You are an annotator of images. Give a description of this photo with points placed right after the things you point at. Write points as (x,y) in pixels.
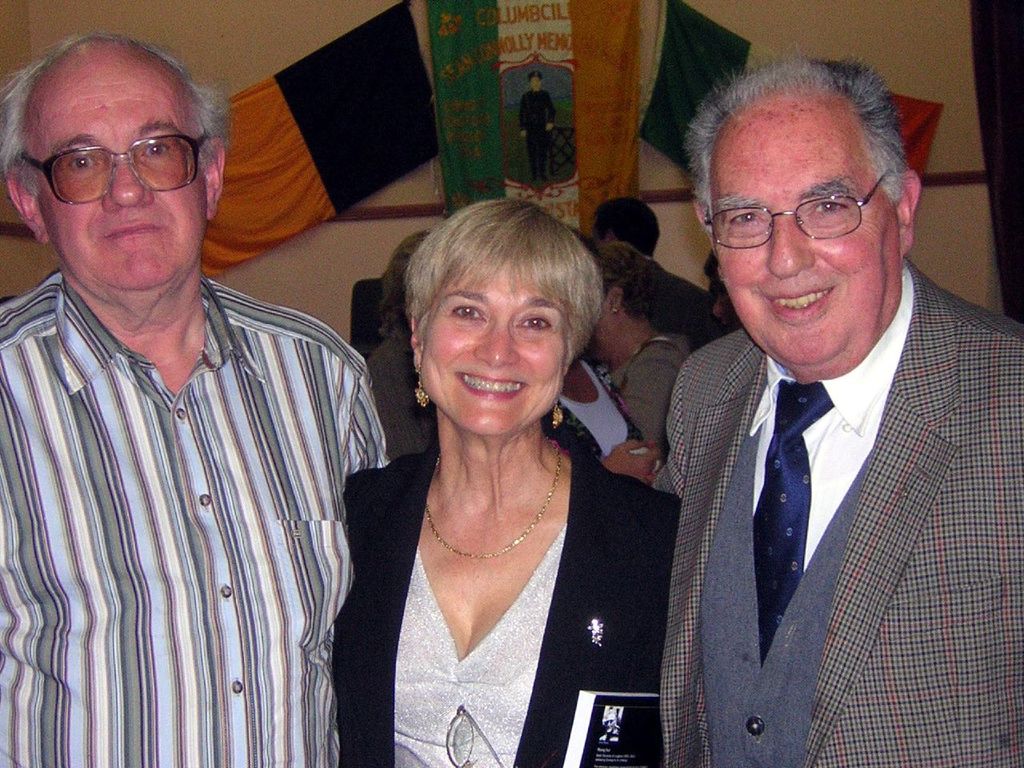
In this image, we can see three people (920,599) are seeing and smiling. Background (318,252) there is a wall (326,234), flags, a group of people (645,234).
